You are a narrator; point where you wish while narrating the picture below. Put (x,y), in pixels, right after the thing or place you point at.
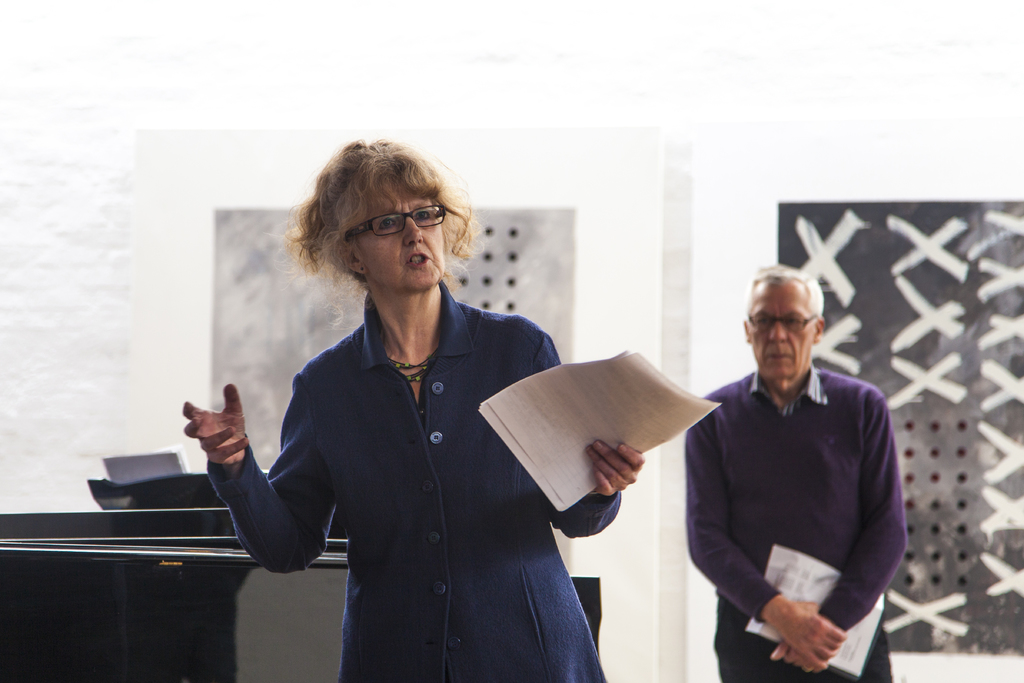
In this image we can see people (701,507) standing on the floor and holding papers (588,479) in their hands (608,475). In the background (713,351) there are walls (16,447).
